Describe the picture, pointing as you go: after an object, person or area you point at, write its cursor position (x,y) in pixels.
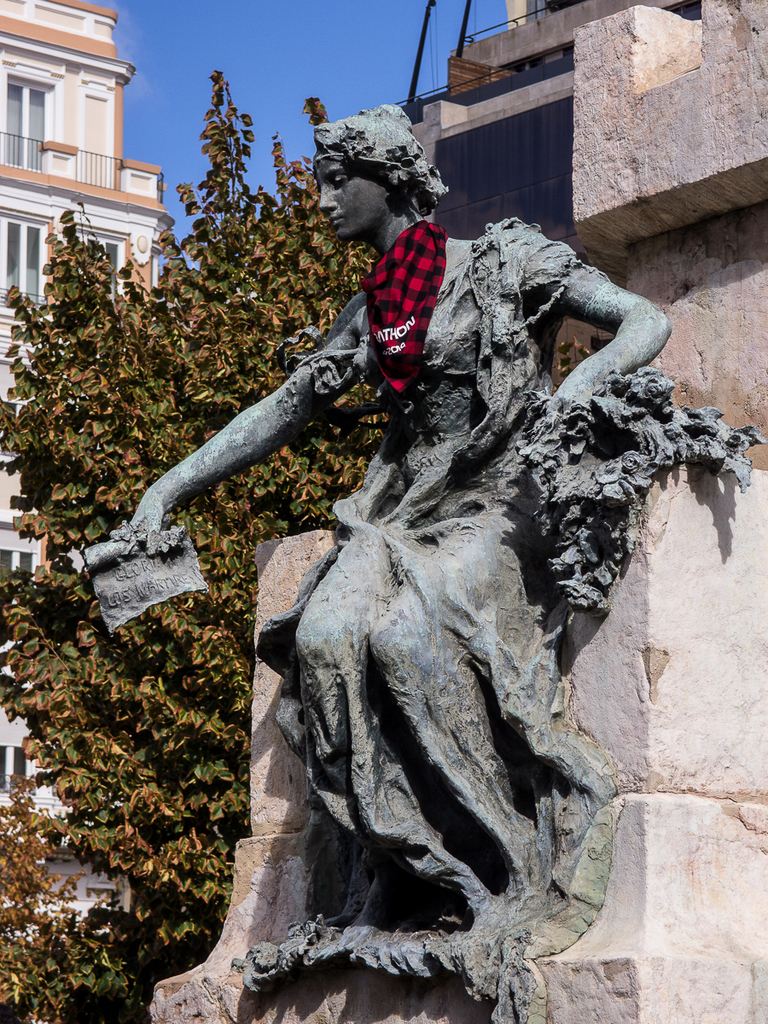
In this image I see a statue (388,165) of a woman (438,195) over here and I see the red and black color cloth (411,284) on the neck (423,216) and I see a tree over here. In the background (298,8) I see the buildings (33,32) and the blue sky (178,91) and I can also see the wall (759,284).
